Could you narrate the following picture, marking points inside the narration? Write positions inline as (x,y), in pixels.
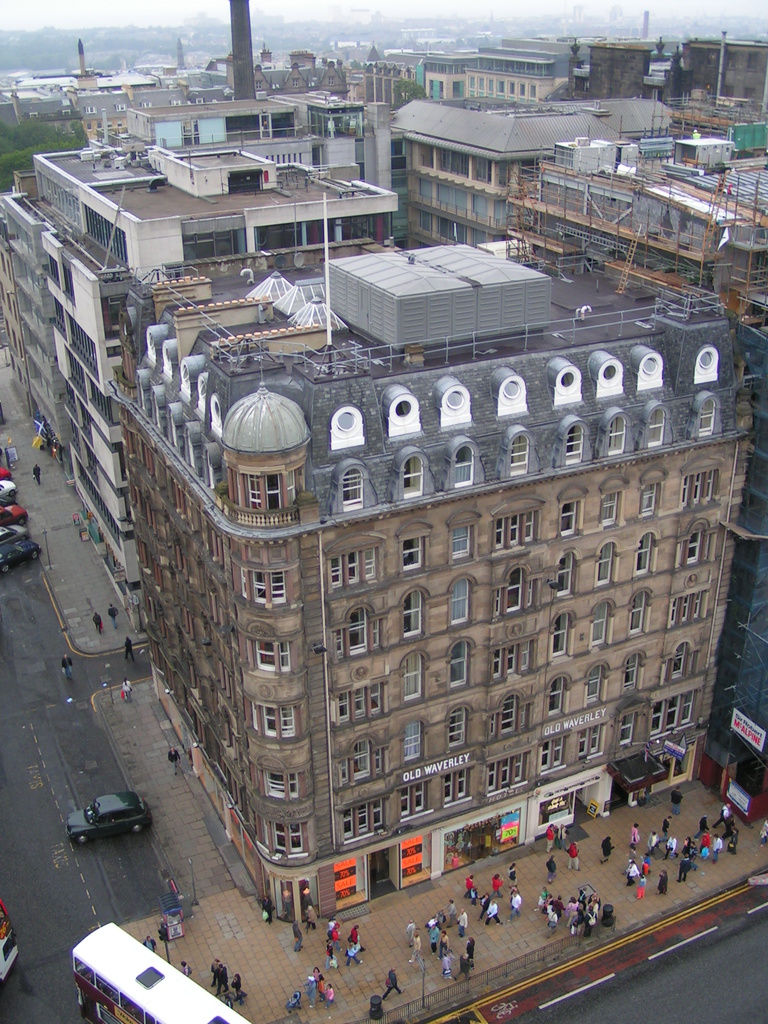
The picture might be an aerial view of a city (382,497). At the bottom (387,957) we can see people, footpath (202,965), vehicles (138,942) and road (642,984). In the middle of the picture (397,672) we can see buildings (280,121). In the background (314,121) we can see buildings (403,59) and it is bit smokey.
